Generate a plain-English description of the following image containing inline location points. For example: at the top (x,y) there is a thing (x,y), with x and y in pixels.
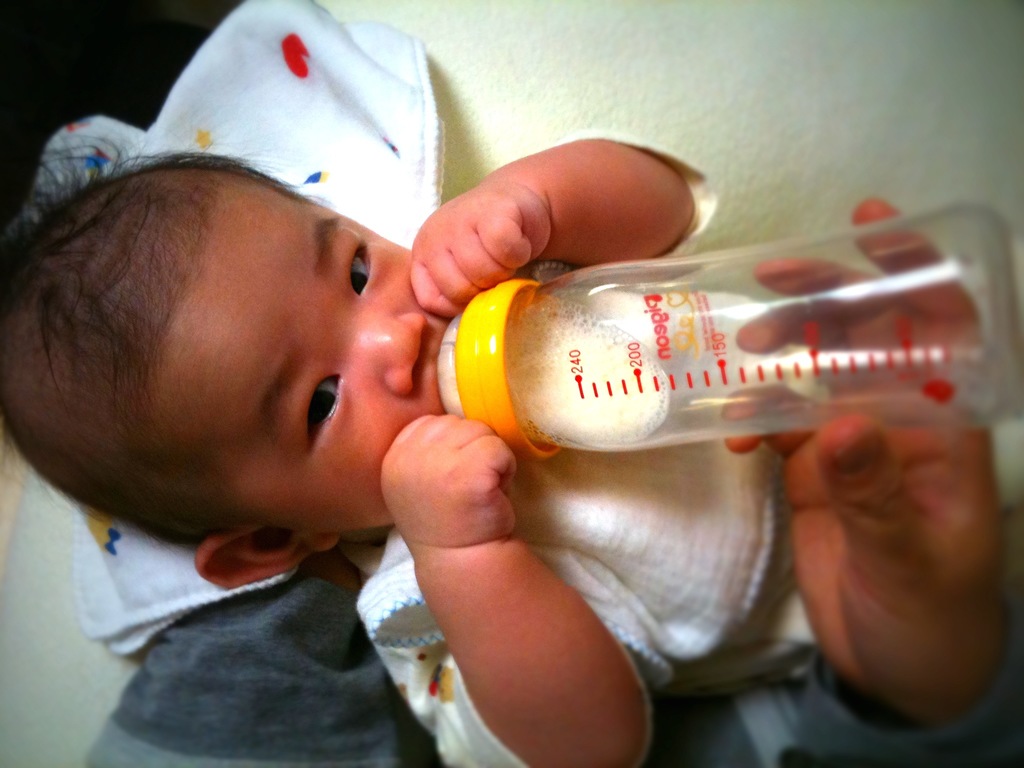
This is the picture of a little boy (207,508) who is holding the bottle (591,417) with the support of other hand (812,516) of a person (812,542).
